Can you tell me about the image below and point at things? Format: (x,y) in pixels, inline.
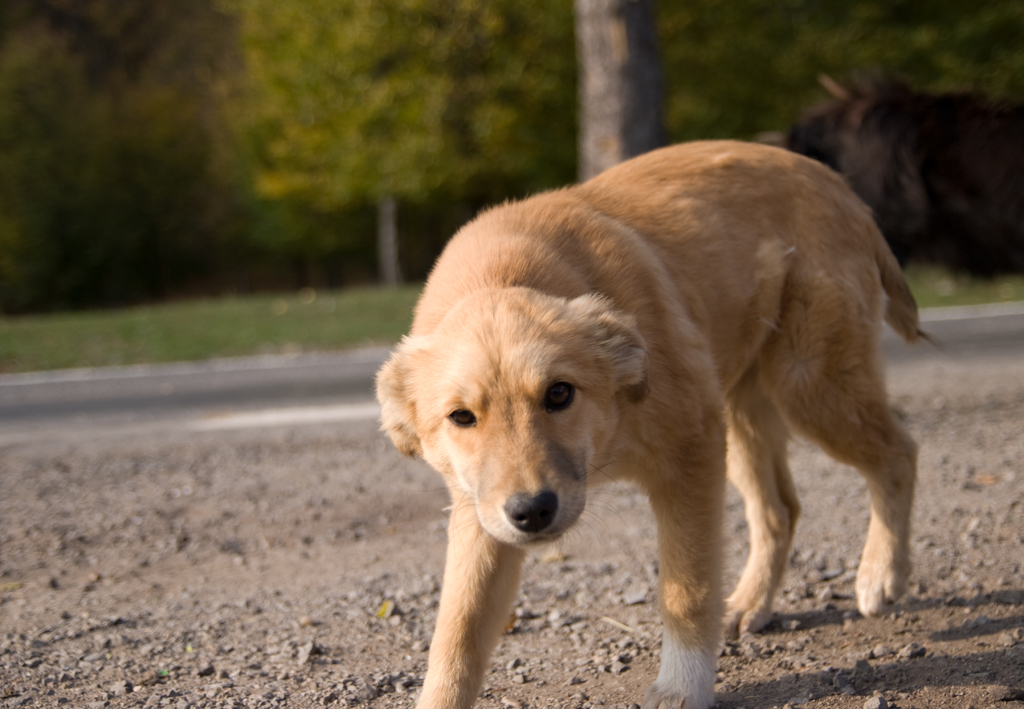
In this picture we can see a dog (584,395). Behind the dog (531,384) there is a road (319,381), a tree trunk (599,134) and the trees (326,93). Behind the dog (685,268), it looks like an animal (863,178) on the road (923,342).
